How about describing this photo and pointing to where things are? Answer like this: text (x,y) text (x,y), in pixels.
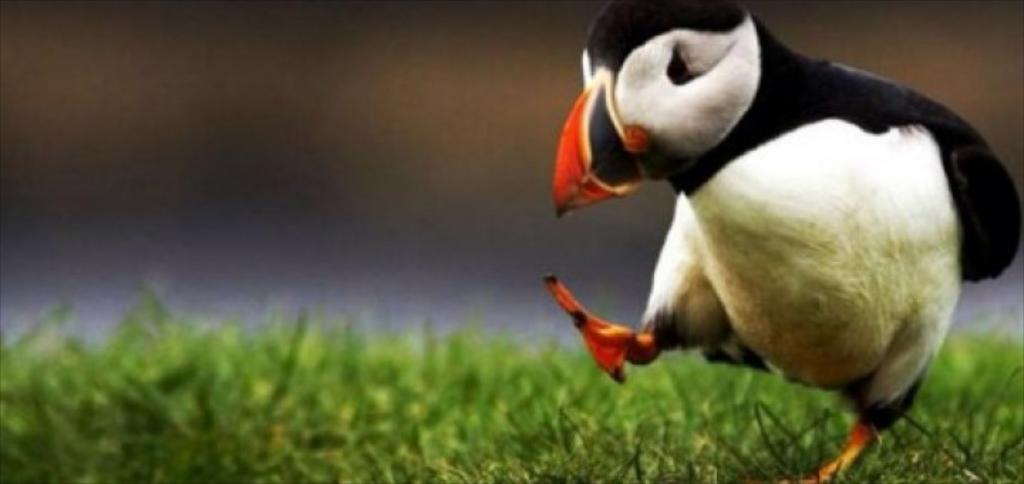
In this image we can see a puffins cute (790,249) which is dancing on the ground (528,447).
